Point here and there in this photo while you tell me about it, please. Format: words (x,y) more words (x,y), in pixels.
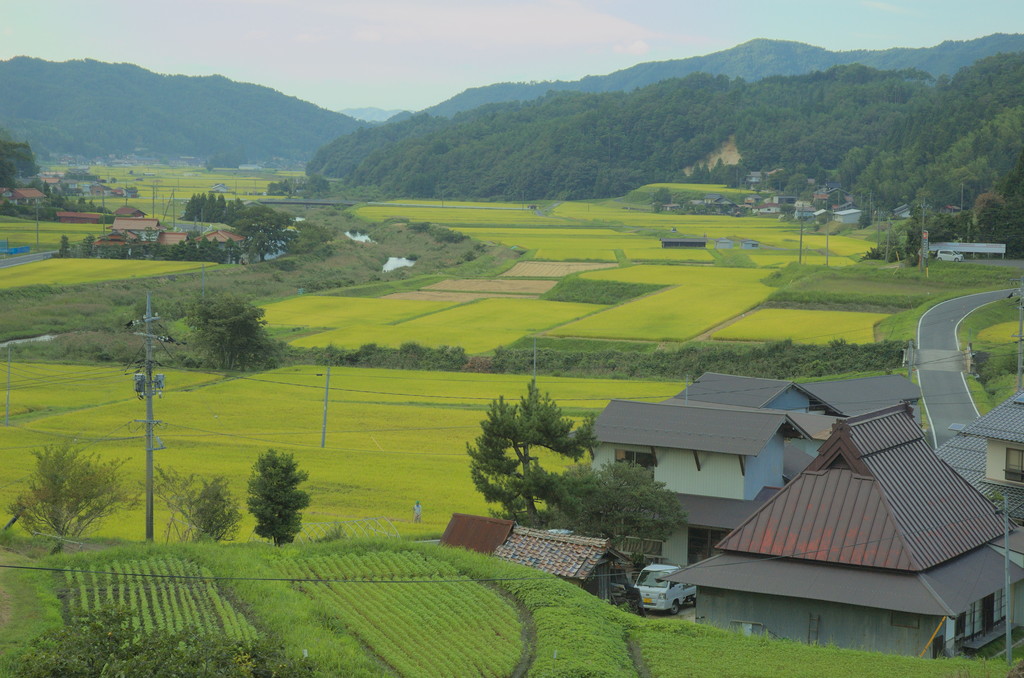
In this picture there are houses (616,403) on the right (736,614) and left side of the image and there is greenery (740,255) around the area of the image.
